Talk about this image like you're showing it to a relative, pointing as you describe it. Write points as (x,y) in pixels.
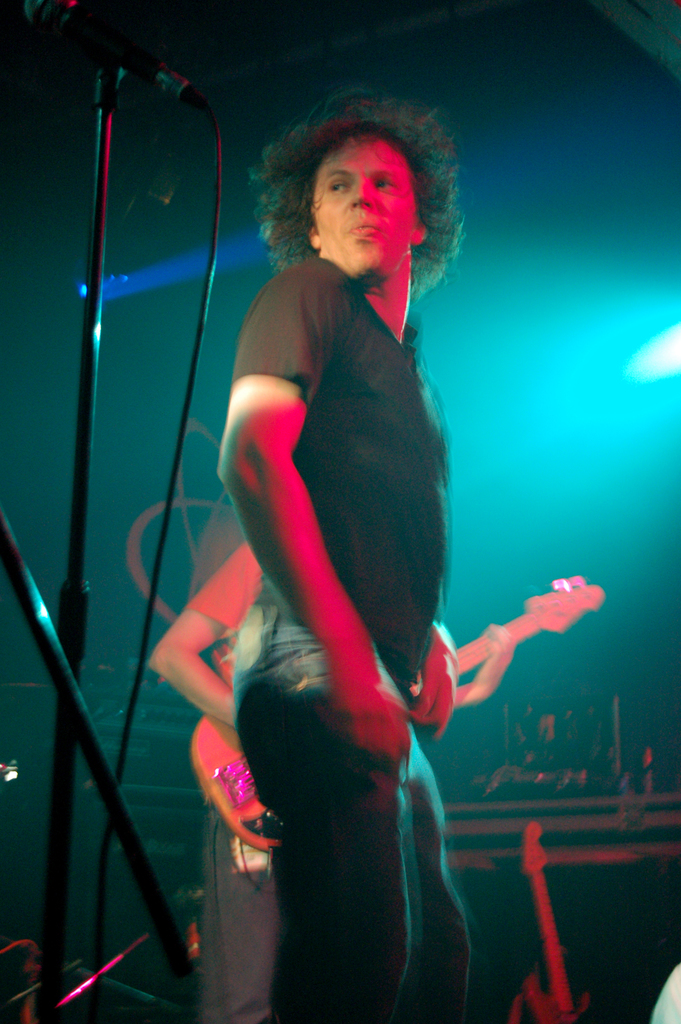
A black shirt guy (371,268) is standing in the center of the image (357,532). He has a curly hairstyle (402,119), behind him a lady (205,598) is playing a guitar (229,775). A mic (134,55) is on the left side of the man (439,242). There is a table (504,829) in the background (504,819). And also sound boxes (159,782) located at the left of the background (169,857). There are only two lights (647,337) in this image.
